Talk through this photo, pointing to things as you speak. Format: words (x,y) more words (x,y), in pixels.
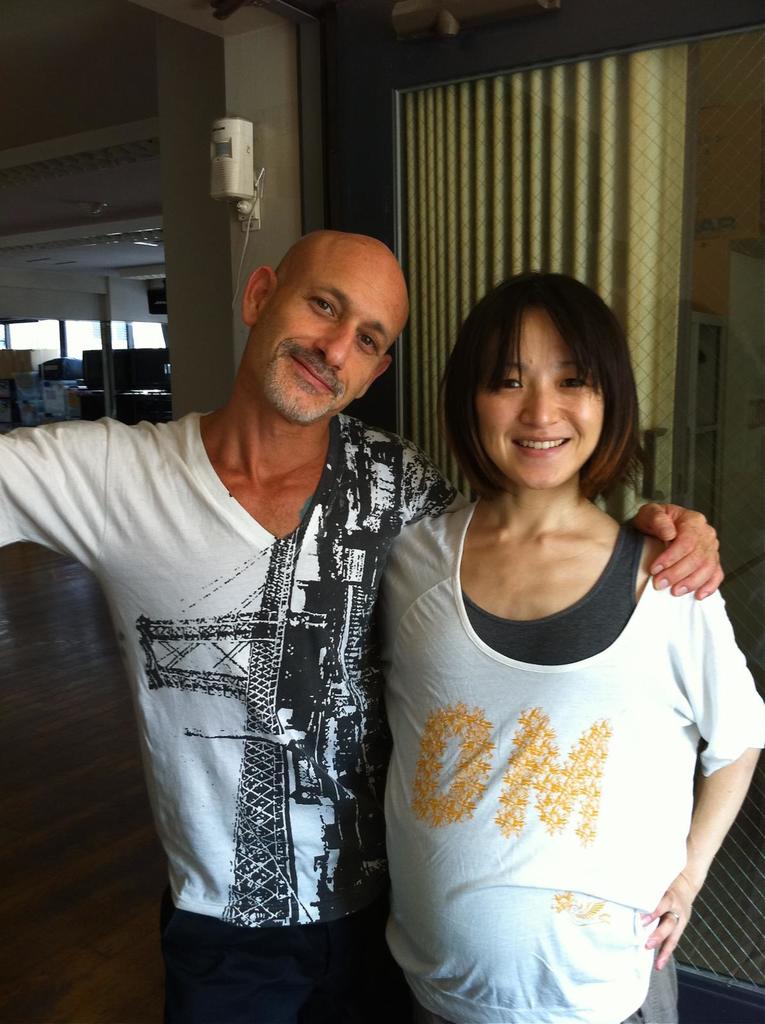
In this image we can see one man (280,620) and woman (566,642). They are wearing white color t-shirt (346,714). Behind the curtain (611,163) and white color thing (252,162) is present.
